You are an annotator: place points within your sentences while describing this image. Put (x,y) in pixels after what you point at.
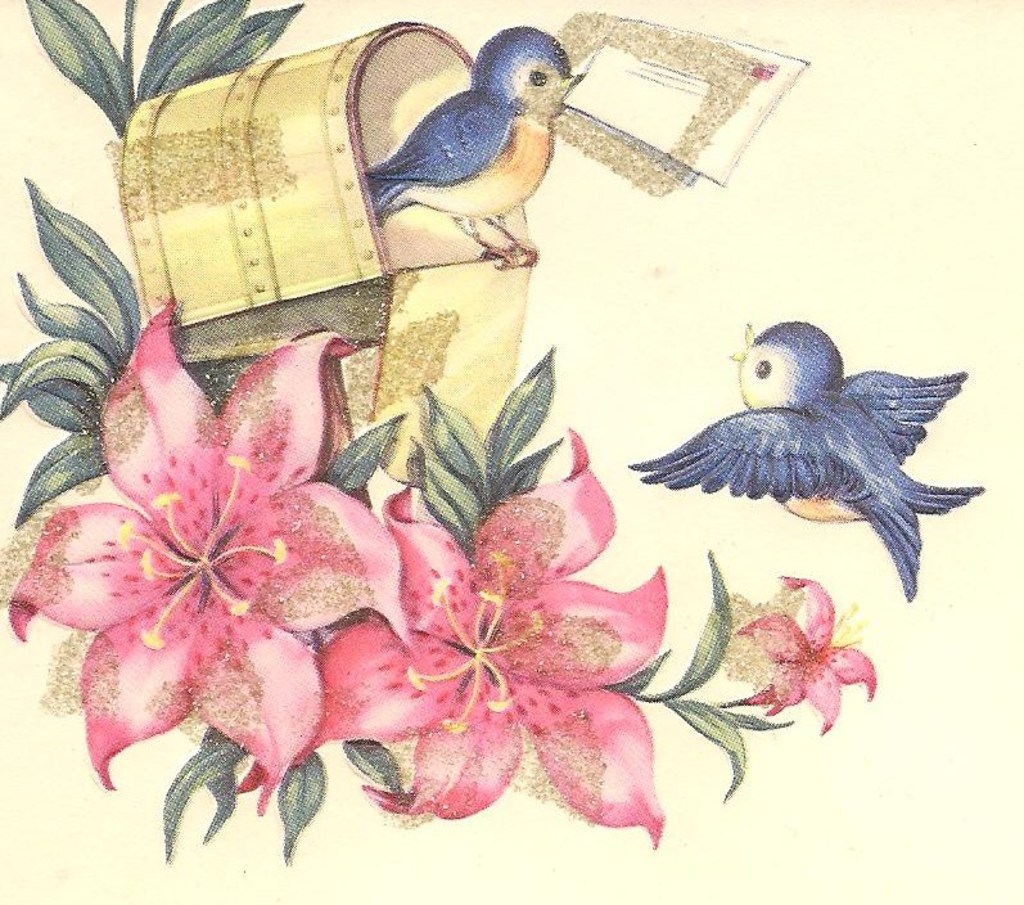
This is the painted picture. In this picture, we see birds (466,143) in blue color. One of the bird (523,39) is holding a paper (650,95) with its beak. Here, we see plants (460,483) and flowers (116,468). These flowers (339,433) are in pink color. Beside that, we see a box (379,279). In the background (644,311), it is white in color.
